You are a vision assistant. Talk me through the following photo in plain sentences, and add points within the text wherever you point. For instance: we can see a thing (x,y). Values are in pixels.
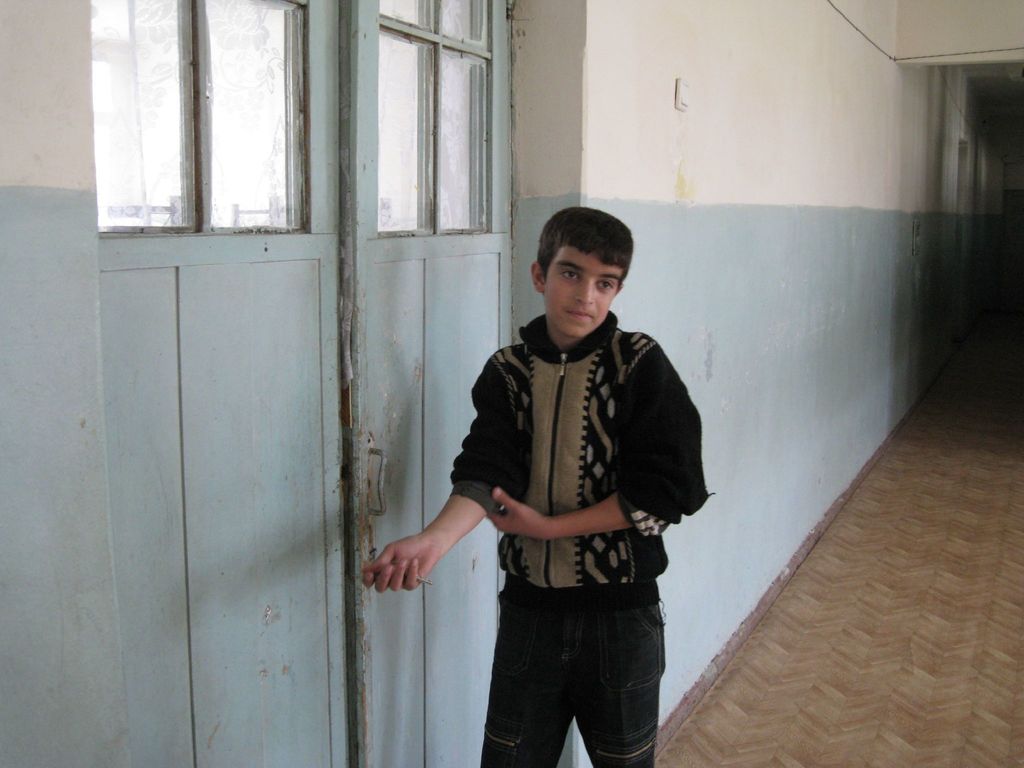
In this image we can see a boy (584,258). In the background (313,346), we can see a wall (527,261) and a door (277,384). We can see a floor (897,653) in the right bottom of the image (827,618).
